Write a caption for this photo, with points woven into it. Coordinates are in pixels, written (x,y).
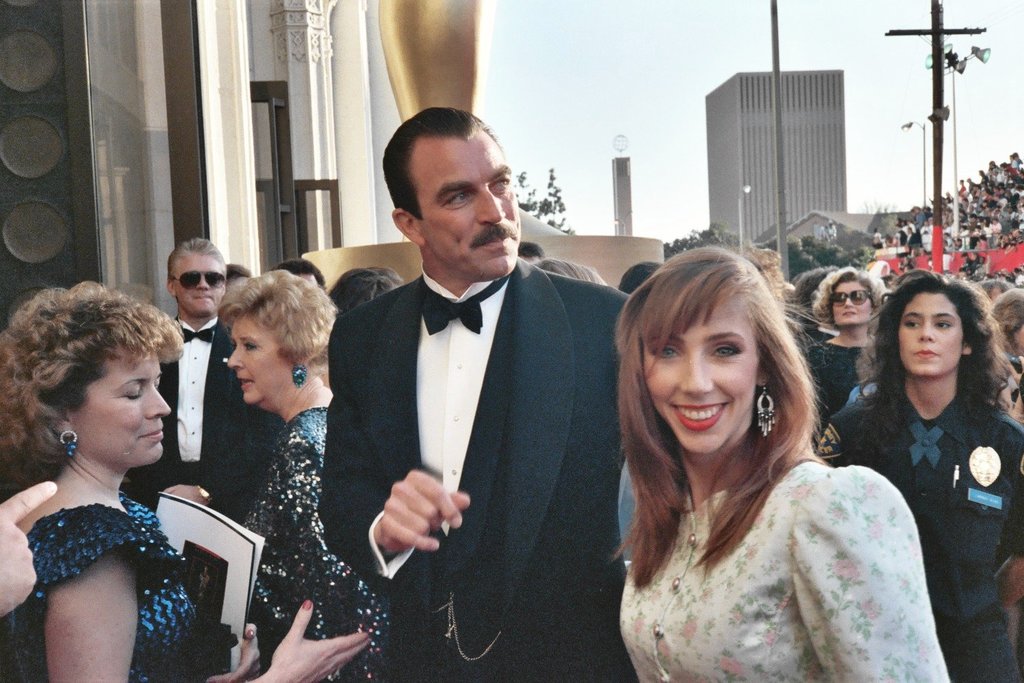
In this image at the bottom (300,580) there are a group of people (765,452) who are standing and in the background (945,249) also there are some people (962,201) who are sitting and also we could see some poles (940,194), buildings (732,194), trees (539,187). On the top of the image (572,75) there is sky (560,65).
